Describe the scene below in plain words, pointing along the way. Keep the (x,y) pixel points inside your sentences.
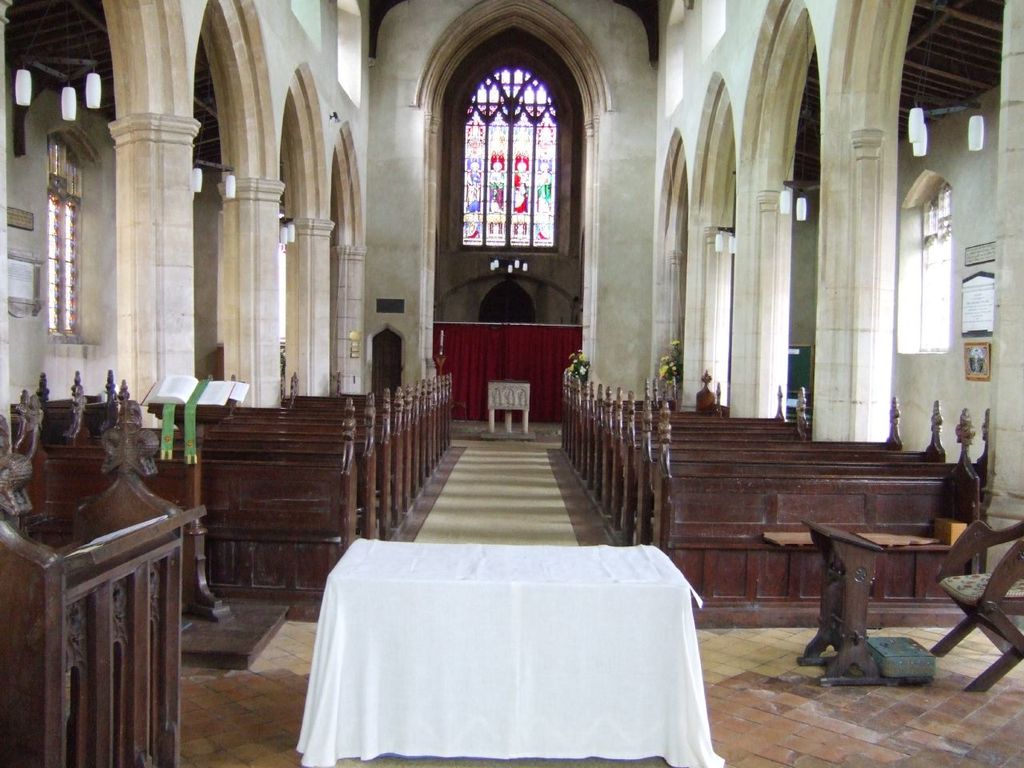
In this image there are tables (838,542), podium (841,555), book stand (204,417), chair (961,558), benches (315,425), pillars (346,338), boards (977,304), curtain (541,346), windows (554,160), cloth (485,629), plants (665,364) and objects (909,542).
